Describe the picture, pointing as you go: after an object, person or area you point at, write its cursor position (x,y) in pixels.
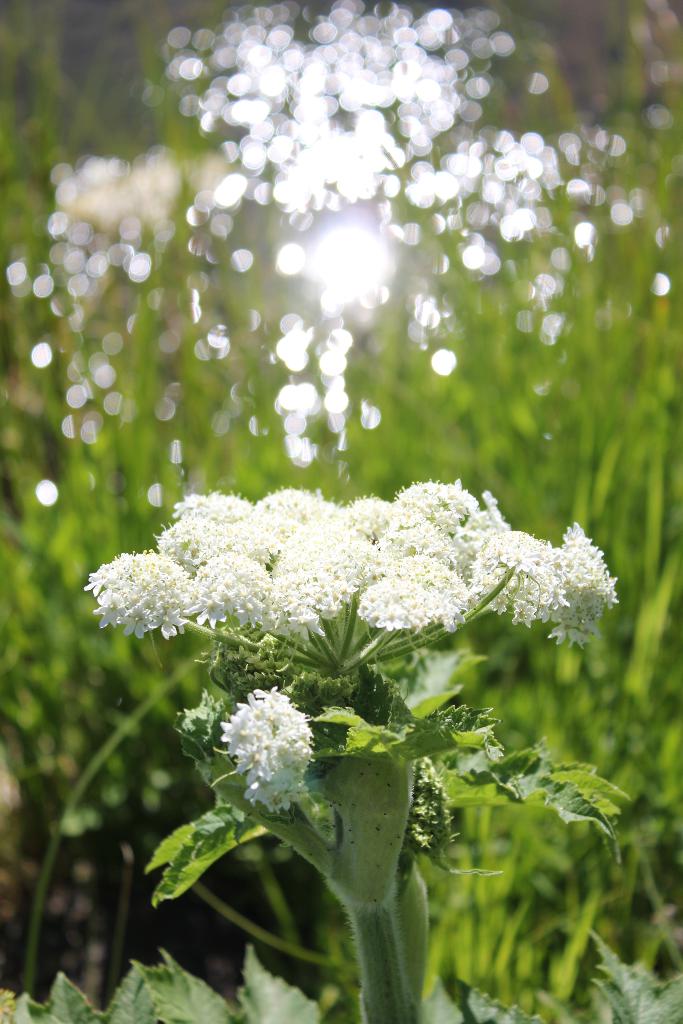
In this image, there is a plant (537,545) contains some flowers (299,492). In the background (96,852), image is blurred.
